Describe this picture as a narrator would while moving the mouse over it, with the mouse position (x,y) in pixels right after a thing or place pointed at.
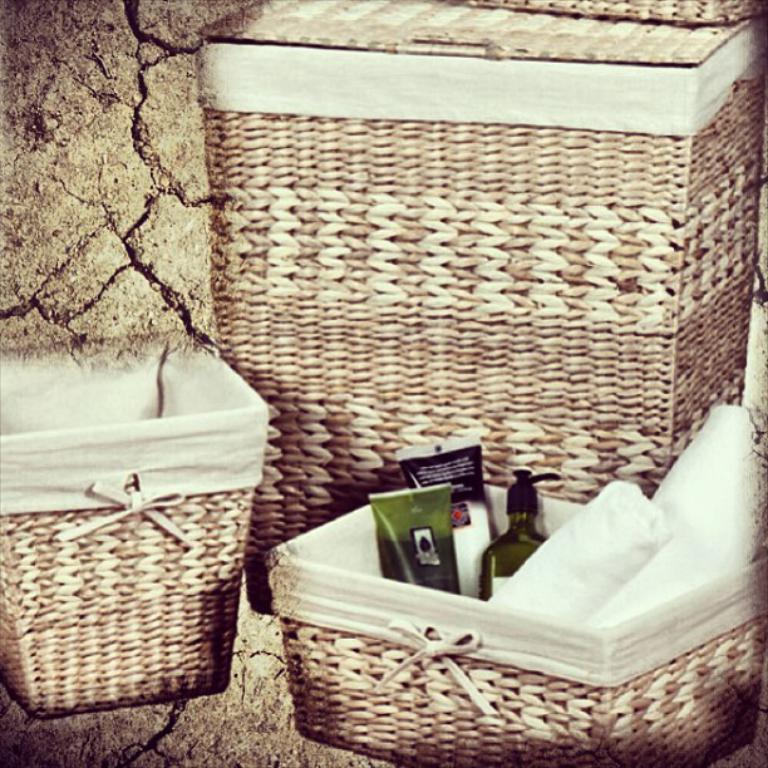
In this image I can see few baskets (590,360) and I can see few bottles (522,527) and few objects (585,524) inside the basket (601,634). Background (166,91) is in brown color.
